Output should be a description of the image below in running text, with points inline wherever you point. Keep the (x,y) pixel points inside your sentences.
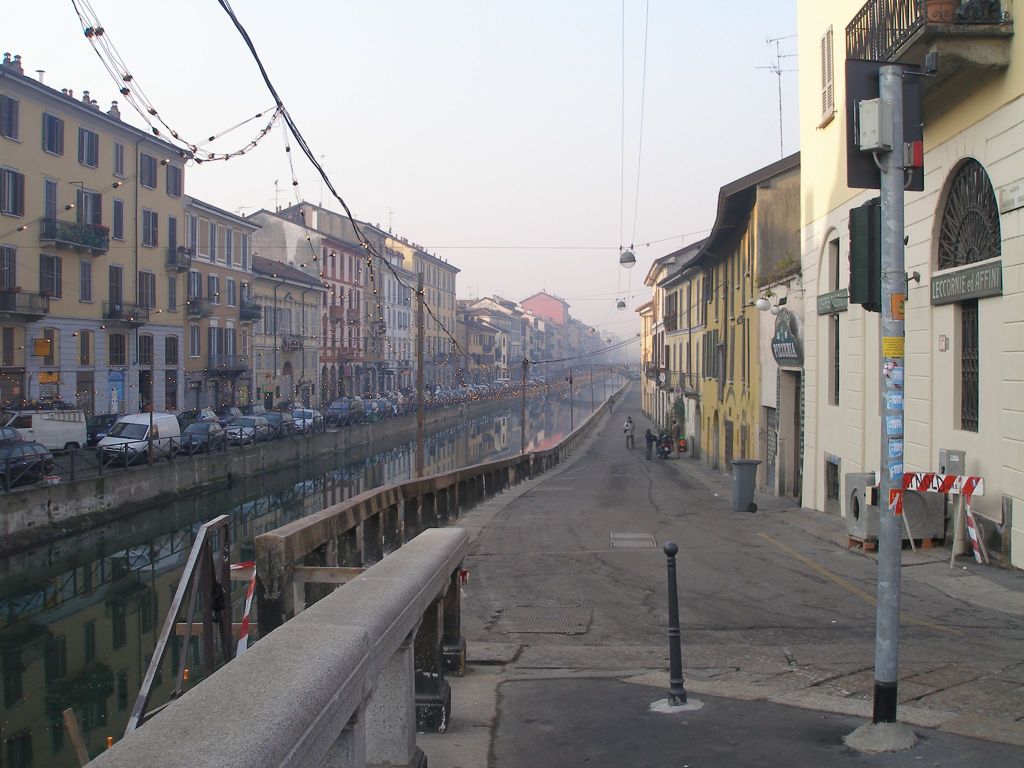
There are vehicles (482,383) on the road (617,400). Here we can see poles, boards (859,181), wires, lights (633,252), and buildings (761,331). In the background (464,188) there is sky (535,170).
